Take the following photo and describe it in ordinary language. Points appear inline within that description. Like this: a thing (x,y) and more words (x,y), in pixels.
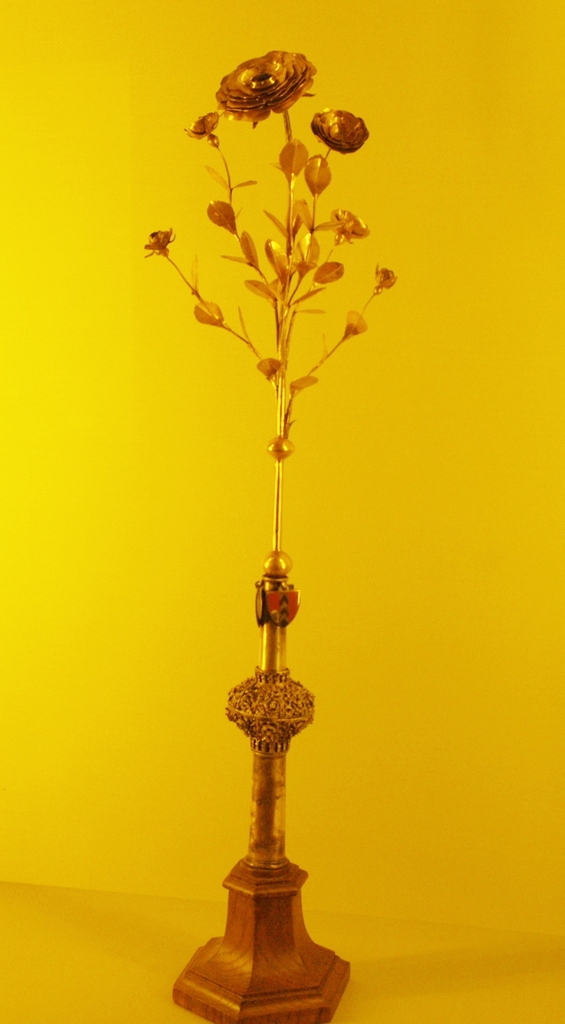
In the center of the image (273,344) there is a flower vase (277,535) on the surface (122,954) and the background (192,537) is in plain yellow color.
